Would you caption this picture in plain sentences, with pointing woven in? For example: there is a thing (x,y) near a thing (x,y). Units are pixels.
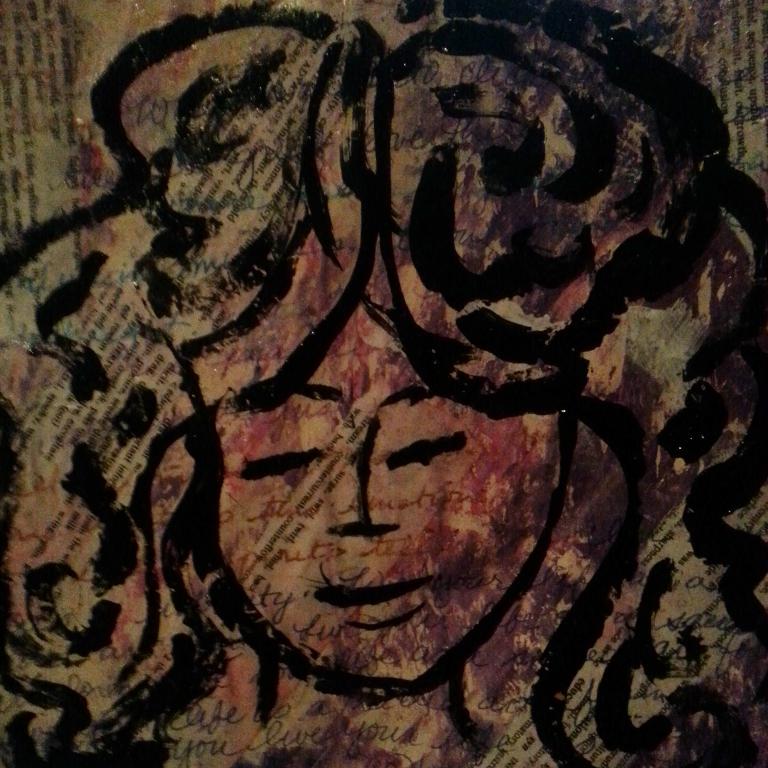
In this image there is a painting (338,338) of a girl (366,405) on the paper (212,236). In the background (124,313) we can see there is some text (116,310).
